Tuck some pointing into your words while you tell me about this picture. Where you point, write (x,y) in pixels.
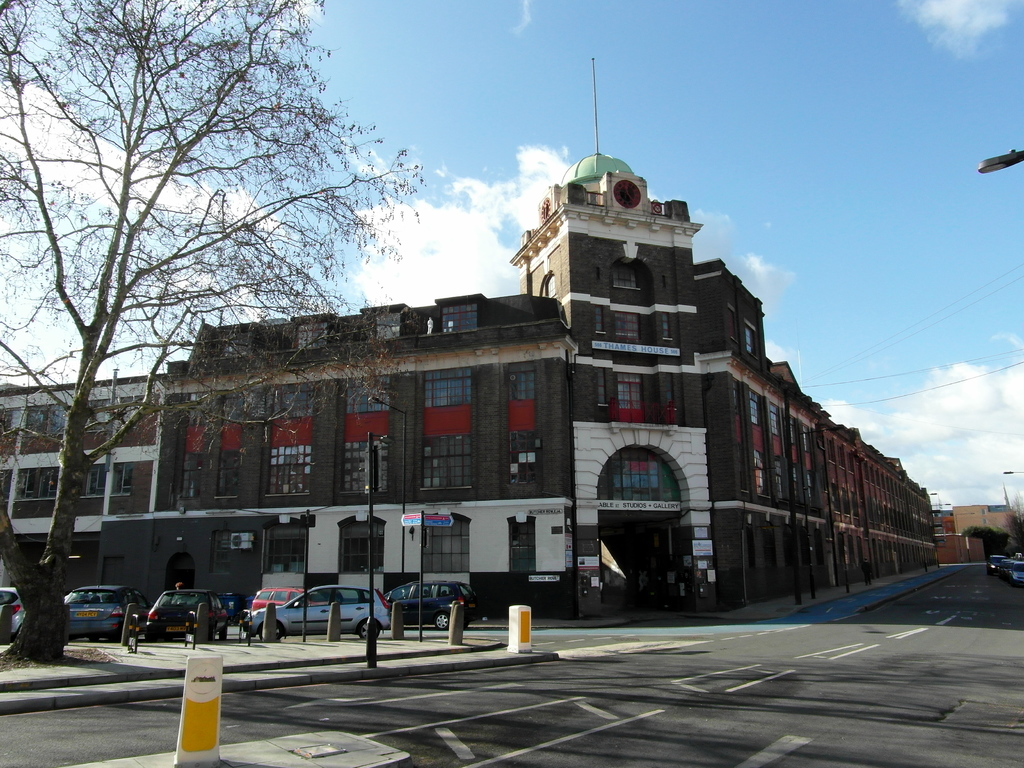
In this image we can one big building (604,475), some text (632,349) is there on building (406,464) and one small building (125,397). There is one tree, three street lights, one sign board (418,527), one flagpole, one board (410,517), two safety poles (524,636) and some poles (367,625) are there around the building (416,541). Many cars (213,606) are parked near to the building (728,592). One road (985,592) is there, one side of the road (427,630) some cars (1014,576) are parked.
